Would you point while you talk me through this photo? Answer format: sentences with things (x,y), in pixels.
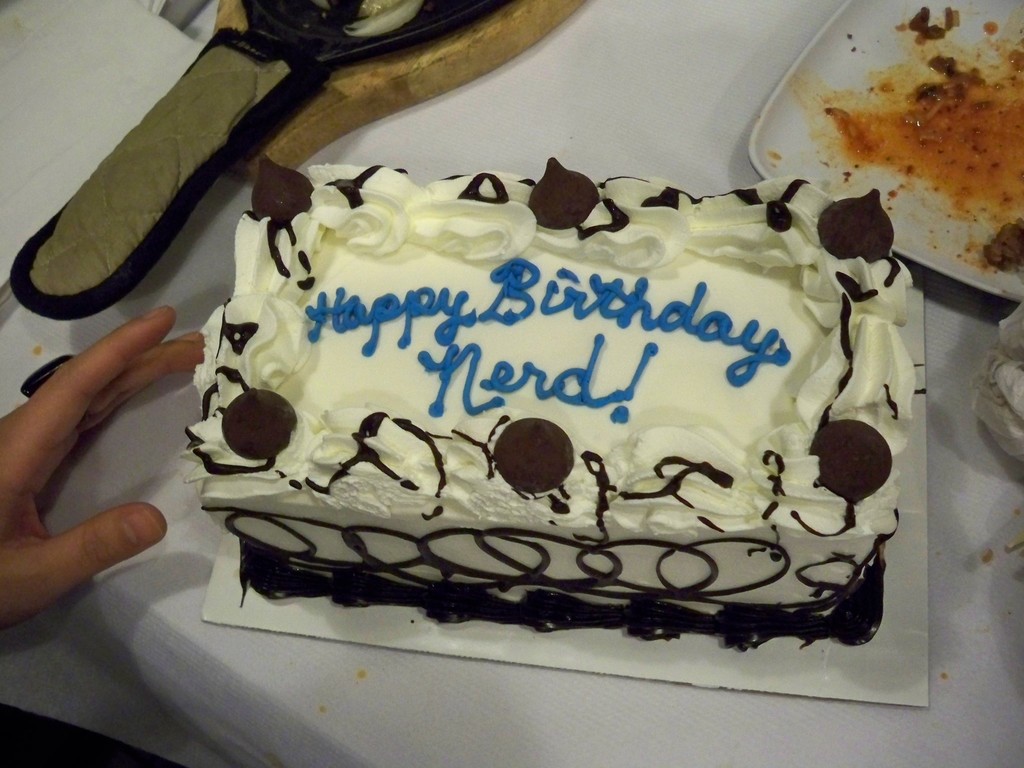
In this picture we can see a person hand (20,454) kept on the table (175,540), in which we can see a cake (619,379) and plate (887,137).
